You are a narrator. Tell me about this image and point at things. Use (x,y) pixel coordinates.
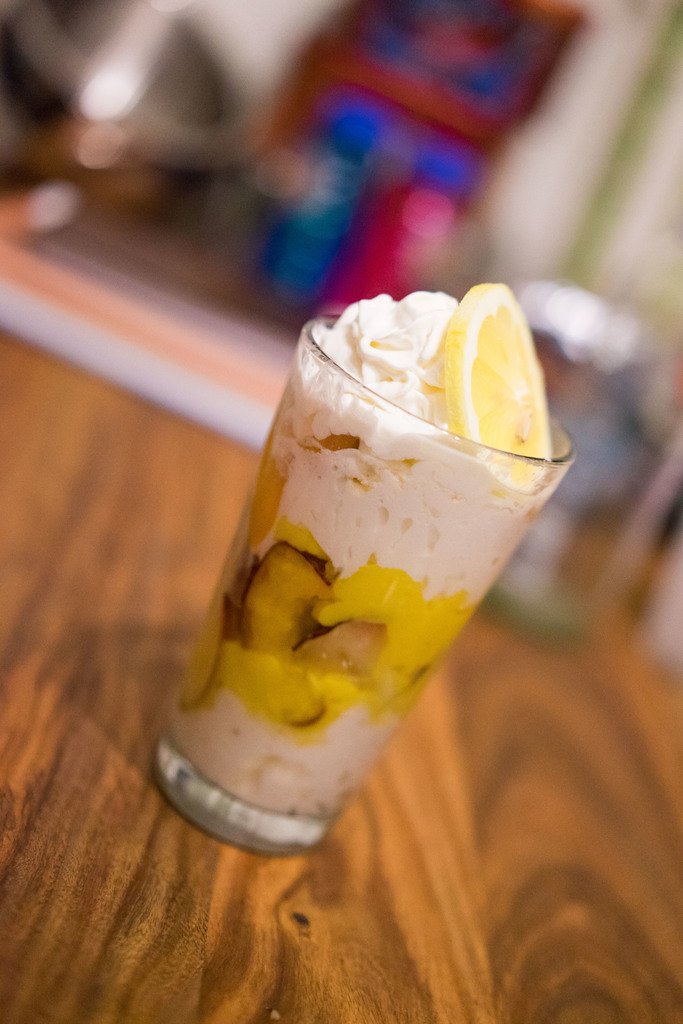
In this image there is a table (122,767) truncated towards the bottom of the image (122,828), there is a glass (346,585) on the table (457,837), there is the dessert (352,469) in the glass (341,541), the background of the image (349,237) is blurred.
